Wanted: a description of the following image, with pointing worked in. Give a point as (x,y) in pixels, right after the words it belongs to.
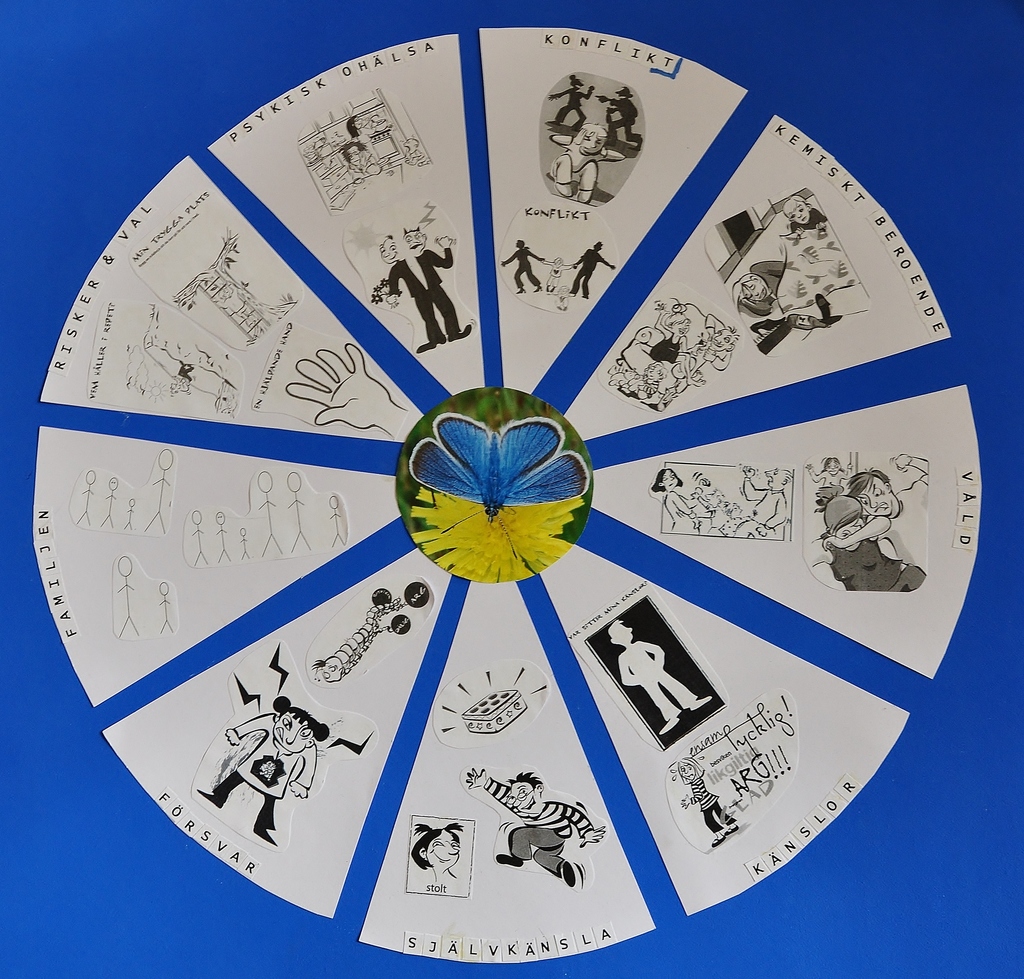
In this picture we can see a blue object (108,860) and on the object (160,924) there are some papers (606,487) with stickers (473,457) and drawings (895,494).
